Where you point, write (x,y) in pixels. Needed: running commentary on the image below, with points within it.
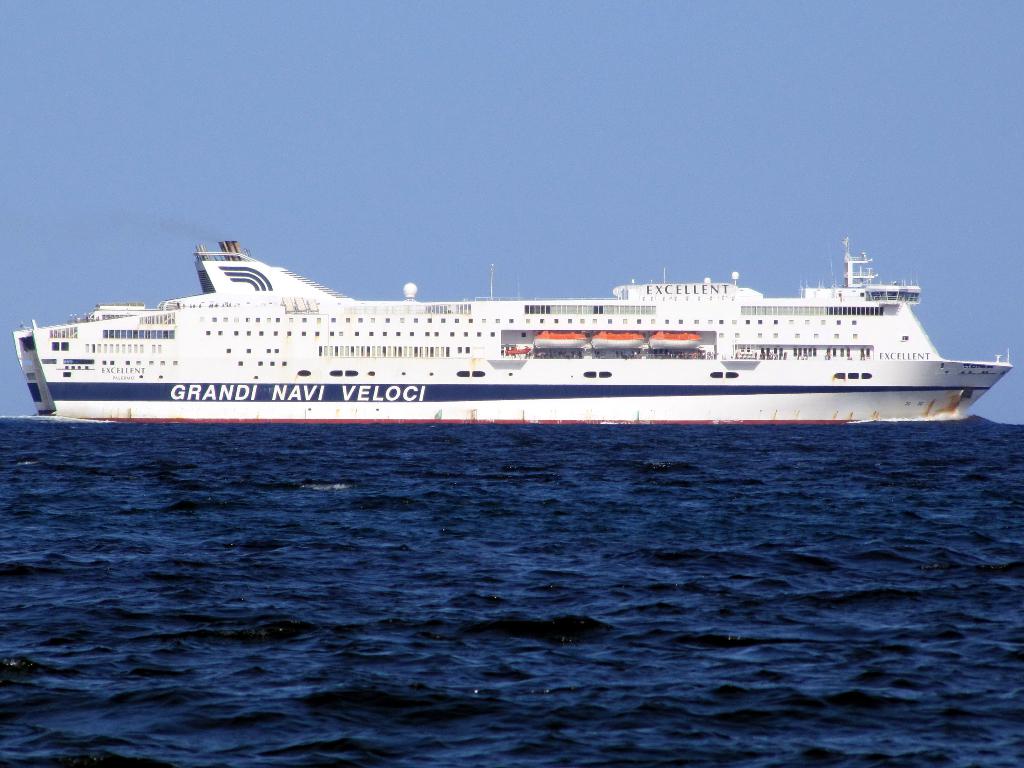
In this image there is a ship (517,369) with some text (347,387) written on it sailing on the water (840,526).
